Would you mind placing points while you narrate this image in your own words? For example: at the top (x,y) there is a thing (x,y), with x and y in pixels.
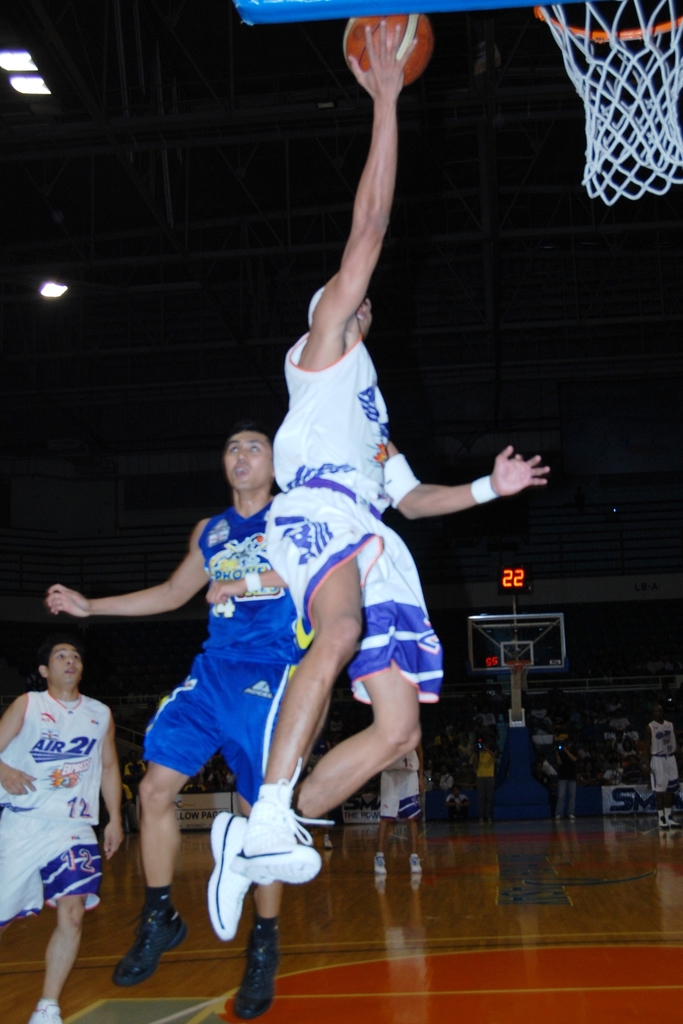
In this picture I can see 3 men (272,583) in front (244,667) and I see that they're wearing jerseys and on the top of this picture (265,6) I can see a basket (363,3) and I can see a ball (371,18). In the background (503,584) I can see few people (461,784) and I see a screen (517,586) on which there are numbers (523,576). I can also see another basket (474,614) and I see that it is a bit dark in the background (269,222) and on the top left of this image (15,64) I can see the lights (4,56).
